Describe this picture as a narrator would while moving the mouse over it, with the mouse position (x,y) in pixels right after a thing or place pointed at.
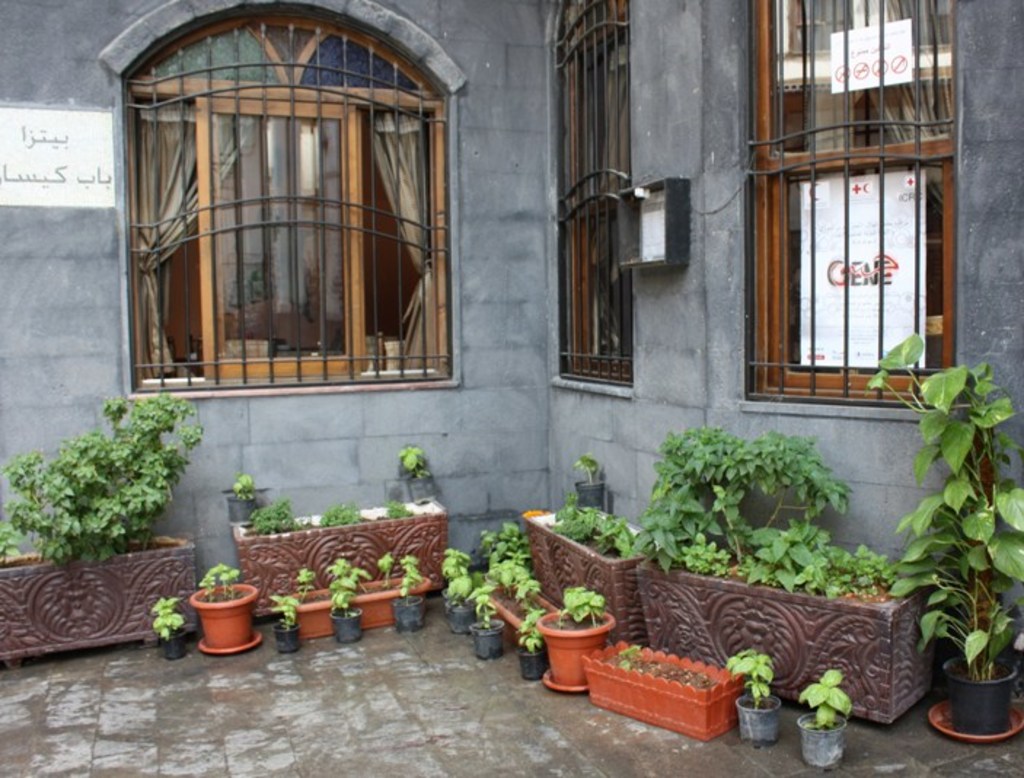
In this picture there are windows (920,111) in the center of the image (404,345), it seems to be there is a name board (9,190) on the wall (28,231), on the left side of the image (23,167) and there are plants (500,537) at the bottom side of the image (87,520).
